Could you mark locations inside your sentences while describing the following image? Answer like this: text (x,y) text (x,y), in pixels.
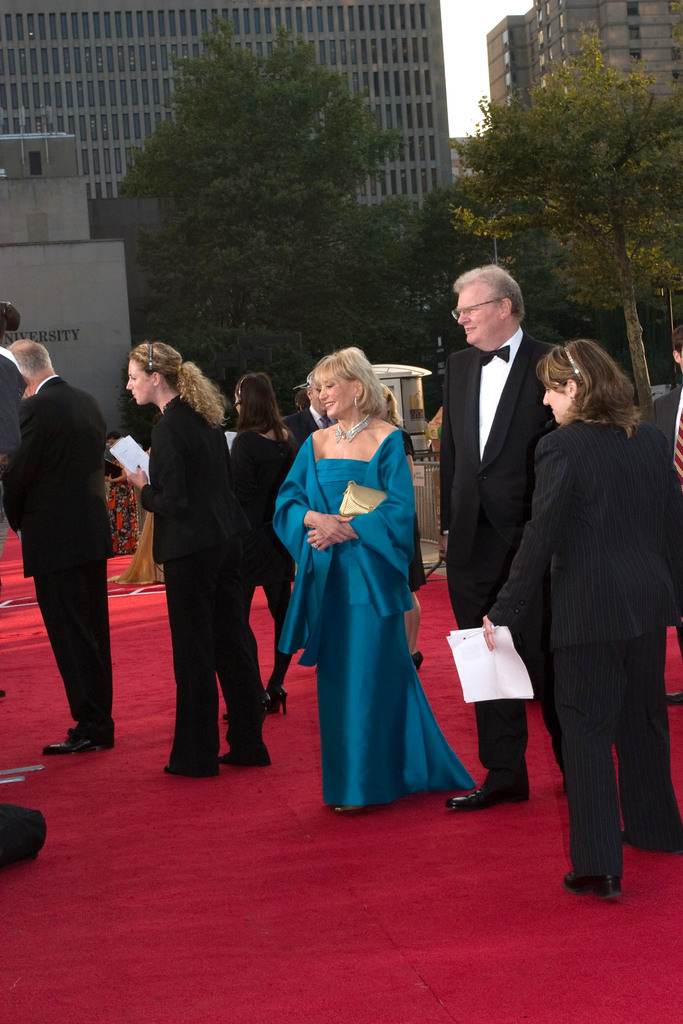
In this image there are group of people (81,563) standing on the red carpet (34,739), and at the background (330,268) there are trees (342,145), iron grills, buildings (573,7), sky (483,42).
